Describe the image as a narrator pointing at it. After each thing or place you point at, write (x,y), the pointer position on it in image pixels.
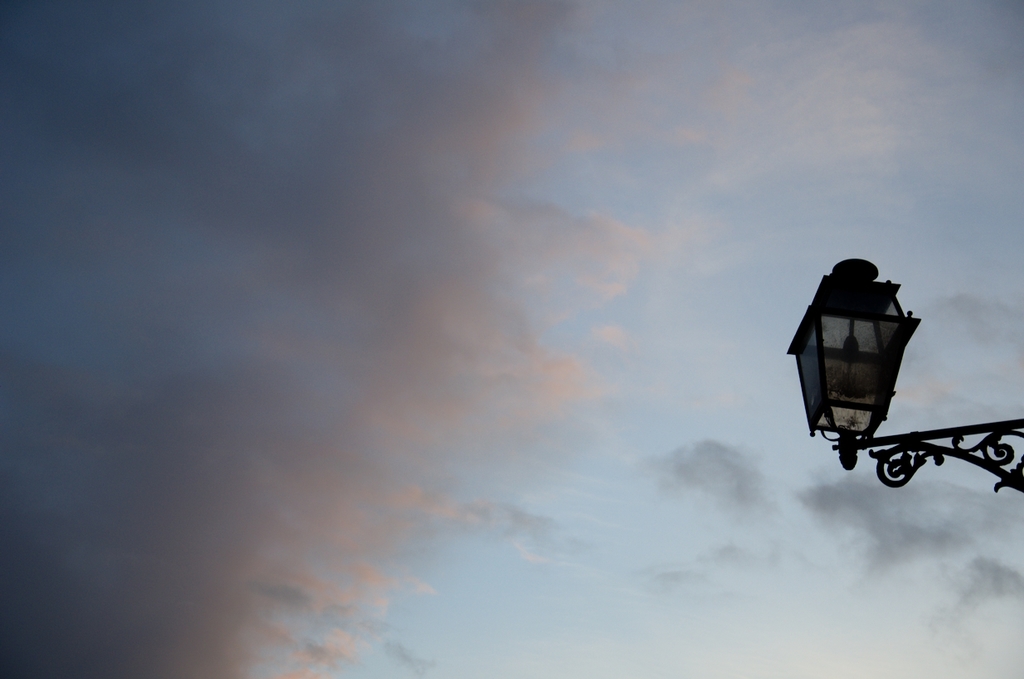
In this image I can see on the right side (865,401) there is a lamp (859,357). At the top (533,80) it is the cloudy sky (511,391).
